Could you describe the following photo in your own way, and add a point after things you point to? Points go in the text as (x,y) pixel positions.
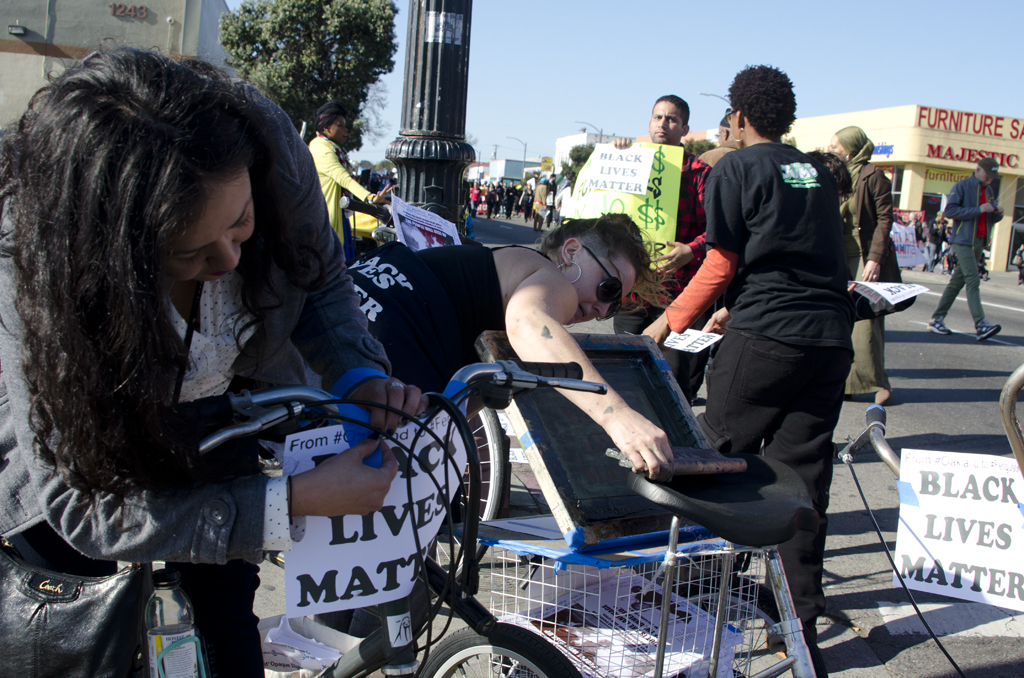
In this image there is a woman (279,271) who is attaching a poster (425,450) on the bicycle (442,581). Besides her there is an another women (496,295) who is wearing a black goggles (612,295) and she is holding some object (705,472). Here we can see a man (655,107) with holding a poster (642,172). On the right (988,172) there is a man (987,202) looking at his phone (996,204) and he is walking on the road (941,345). On the top right (935,70) we can see a sky (850,60). There is a pole (460,65) beside it we can see a tree (340,53). On the top left corner (177,16) there is a building (29,51). On the background (480,195) we can see a group of persons (515,195) are standing on the road (492,223).
